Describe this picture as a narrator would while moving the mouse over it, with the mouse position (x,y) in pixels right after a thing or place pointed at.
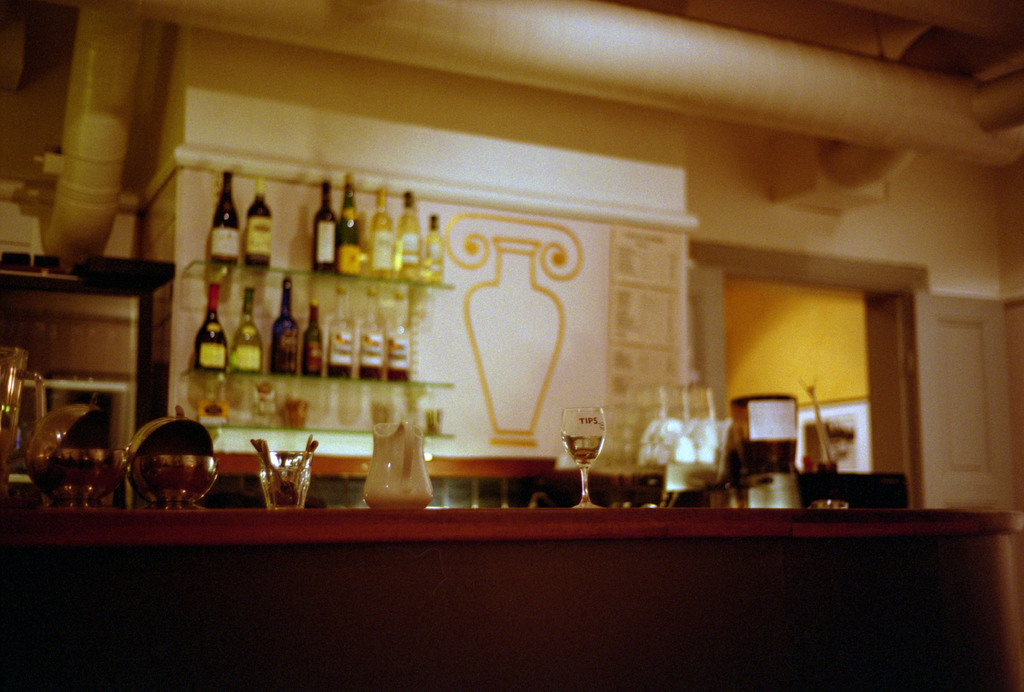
To the front of the image (768,531) there is a table (526,507) with glass (576,435), sugar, bowls (200,453), jugs (2,451) and few other items (311,442) on it. In the background (343,294) there are glass cupboards (412,385) with bottles (283,308) on it. And to the wall (511,293) there is a vase painting (509,314) on it. To the top of the image (470,42) there is a pipe (103,98). Below the pipe (799,115) to the right side (930,344) there is a door (935,433).
